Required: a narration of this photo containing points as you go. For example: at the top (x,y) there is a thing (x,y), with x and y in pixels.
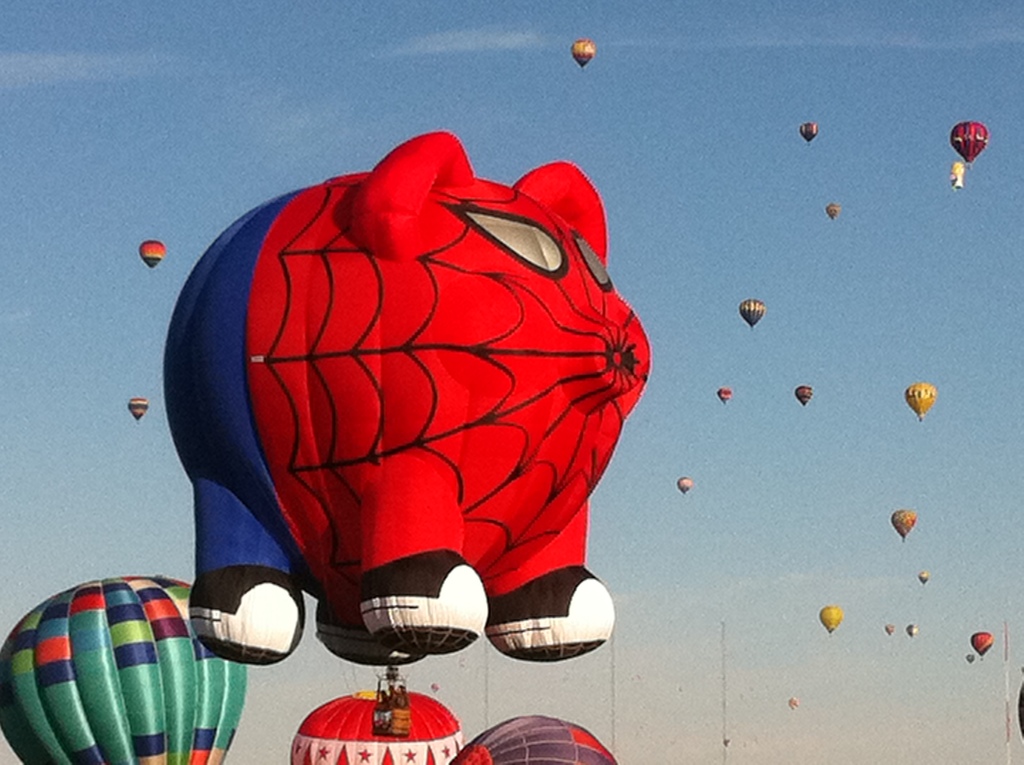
This image consists of hot air balloons (536,367) which are flying in the air (929,515) and the sky (166,190) is cloudy.
